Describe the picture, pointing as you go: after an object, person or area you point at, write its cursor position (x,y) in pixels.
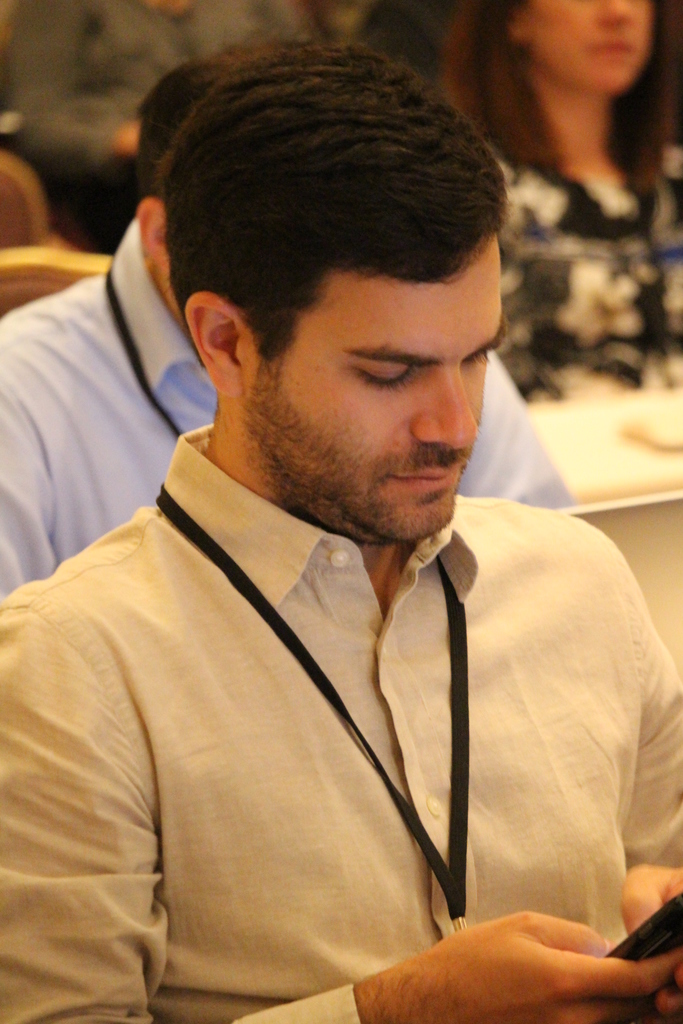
In this picture we can see a man (290,684) holding an object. Behind the man (262,611), there are people (94,111) and a blurred background (610,56).
